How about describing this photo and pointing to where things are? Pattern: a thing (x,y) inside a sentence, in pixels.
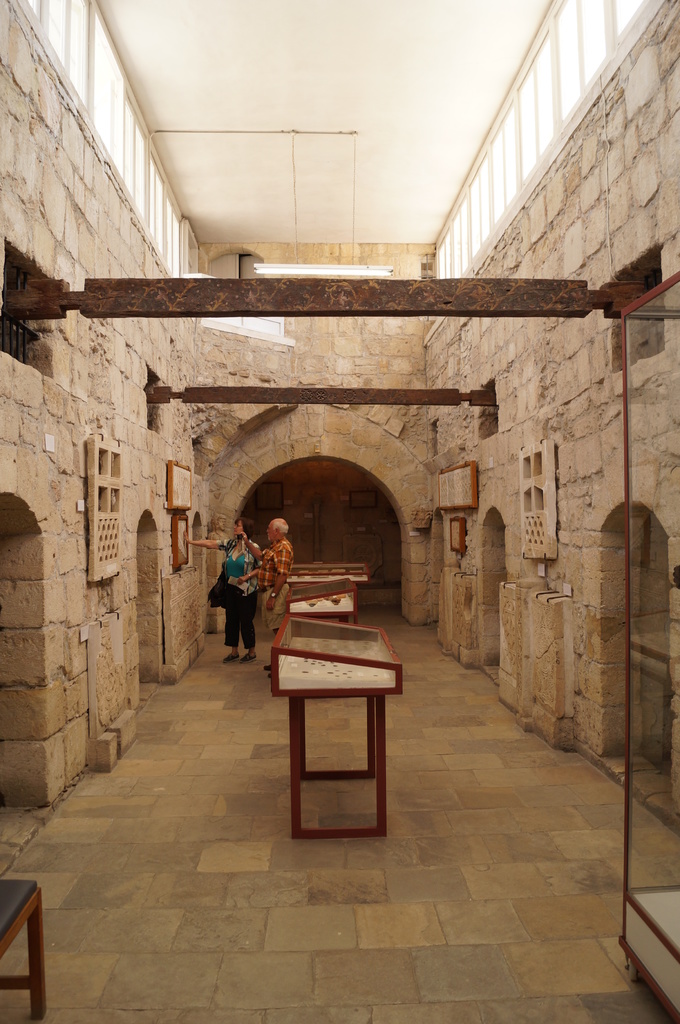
In this image in the center (281,666) there is a table (366,695) and in the background (280,587) there are persons (283,543) standing. On the right side (664,632) there is a glass stand (666,665). On the left side (38,937) there is an empty bench (31,919).
